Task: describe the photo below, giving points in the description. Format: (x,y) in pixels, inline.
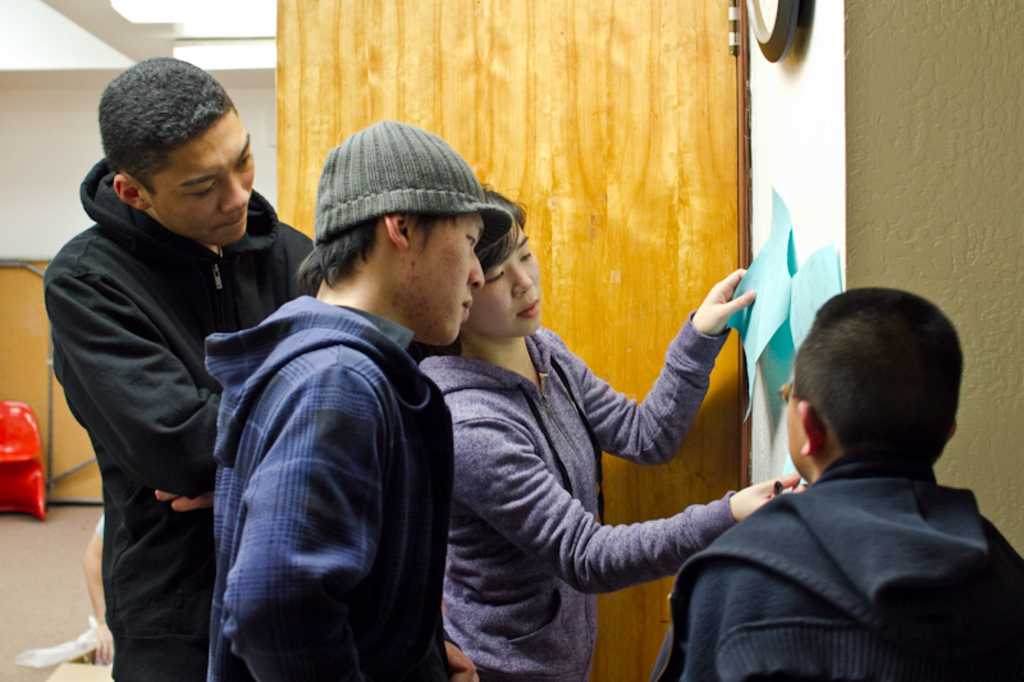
In this image we can see few people (691,534). One person (347,412) is wearing cap (356,196) and one lady (505,315) is holding papers (798,286). On the right side (765,156) there is a wall (886,199). On the wall (751,37) there is some object (754,21). Near to them there is a door (475,71). In the back (51,124) there is a wall (44,189).
